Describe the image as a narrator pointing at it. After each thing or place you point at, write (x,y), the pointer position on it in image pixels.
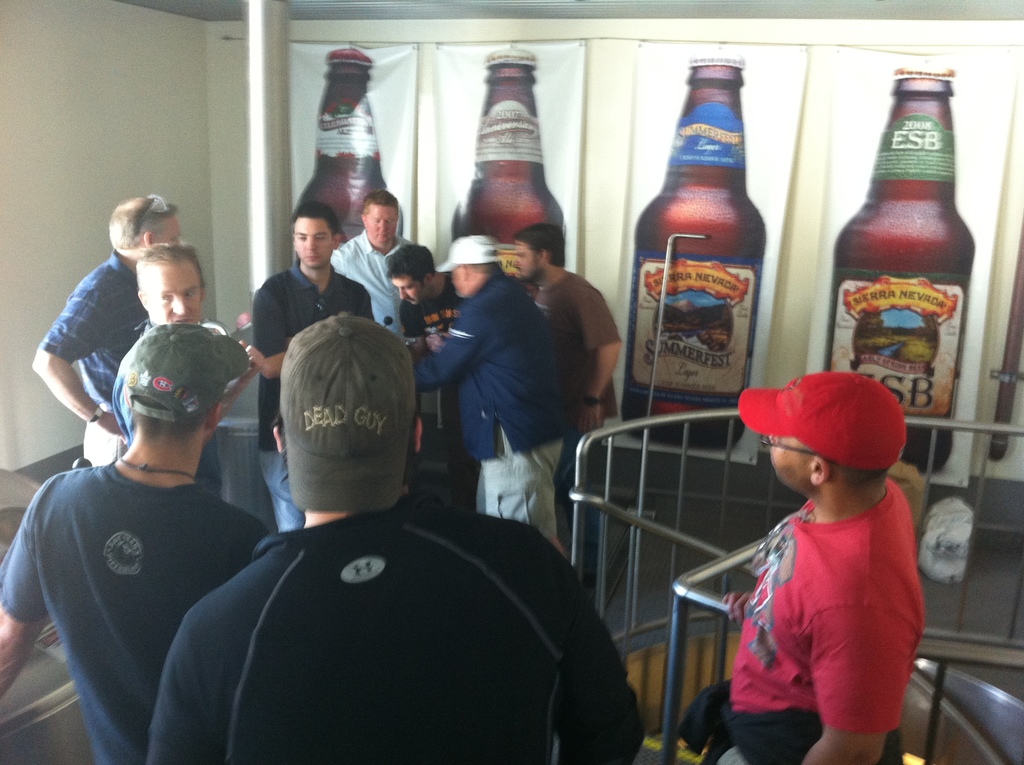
We can see banner (642,172) of bottles (928,201) over a wall (42,180). We can see persons (372,510) standing on the floor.
